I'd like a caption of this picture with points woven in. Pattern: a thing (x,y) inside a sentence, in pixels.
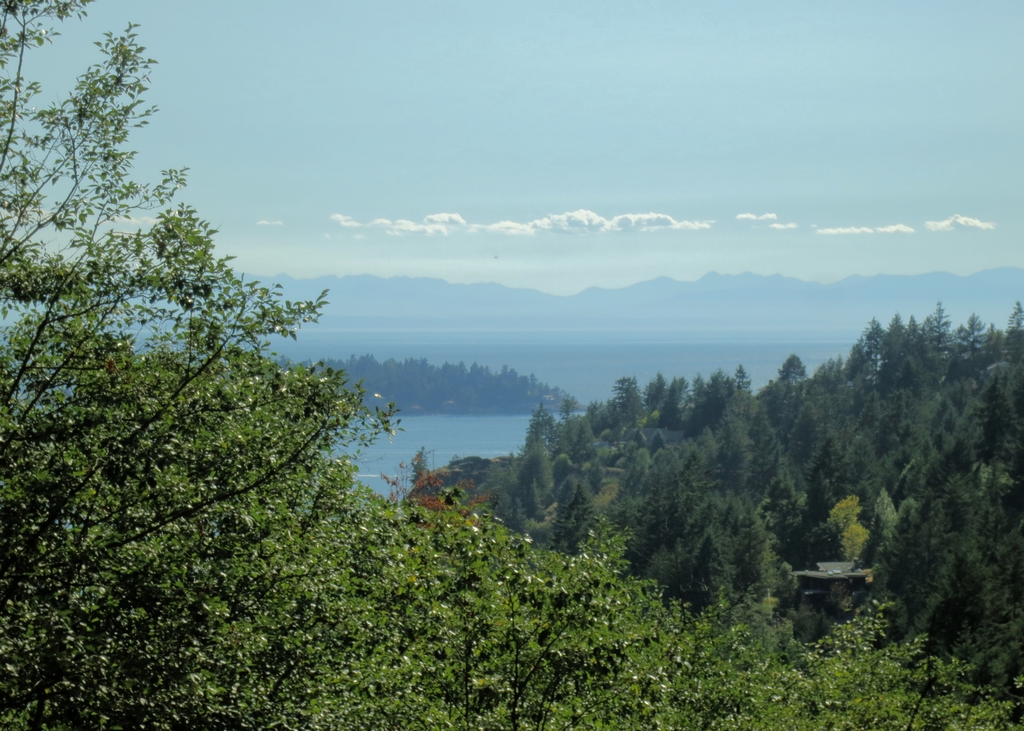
In this image we can see many trees (488,573) on both sides. In the background (480,435) there is a water (466,438), sky (518,277) and clouds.
